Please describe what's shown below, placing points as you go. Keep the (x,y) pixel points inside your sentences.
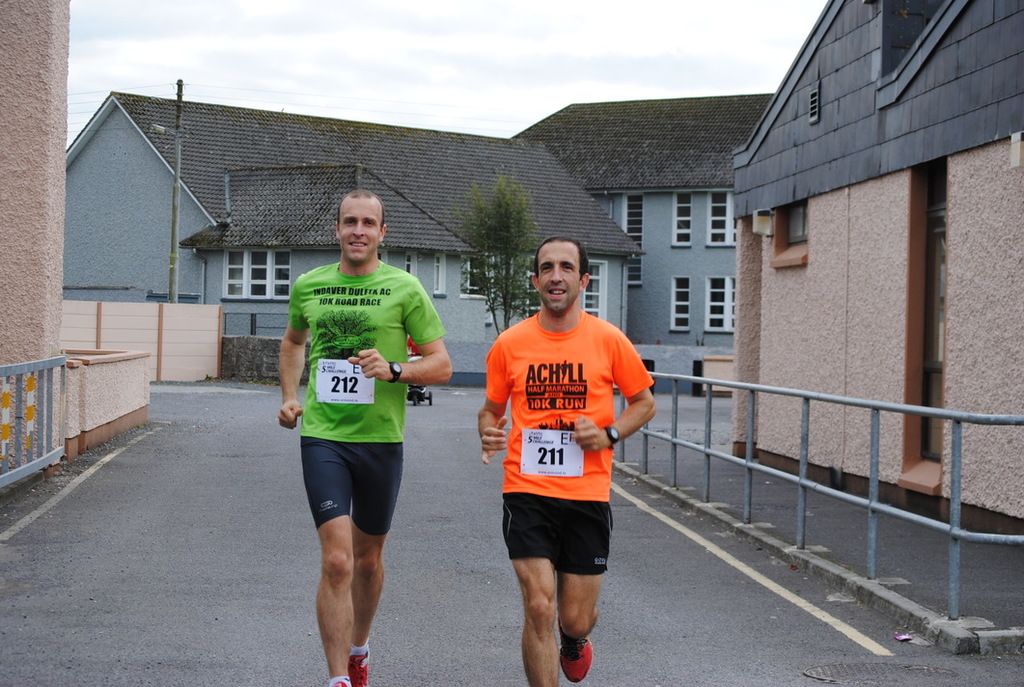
In the picture we can see two men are jogging on the road (280,492), one man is in green T-shirt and one man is in orange T-shirt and both the sides of the road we can see a part of the house wall (55,294) and railing (874,547) near it and in the background (613,226) we can see some few houses (575,155) with windows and behind it we can see the sky (317,2) with clouds (362,37).
